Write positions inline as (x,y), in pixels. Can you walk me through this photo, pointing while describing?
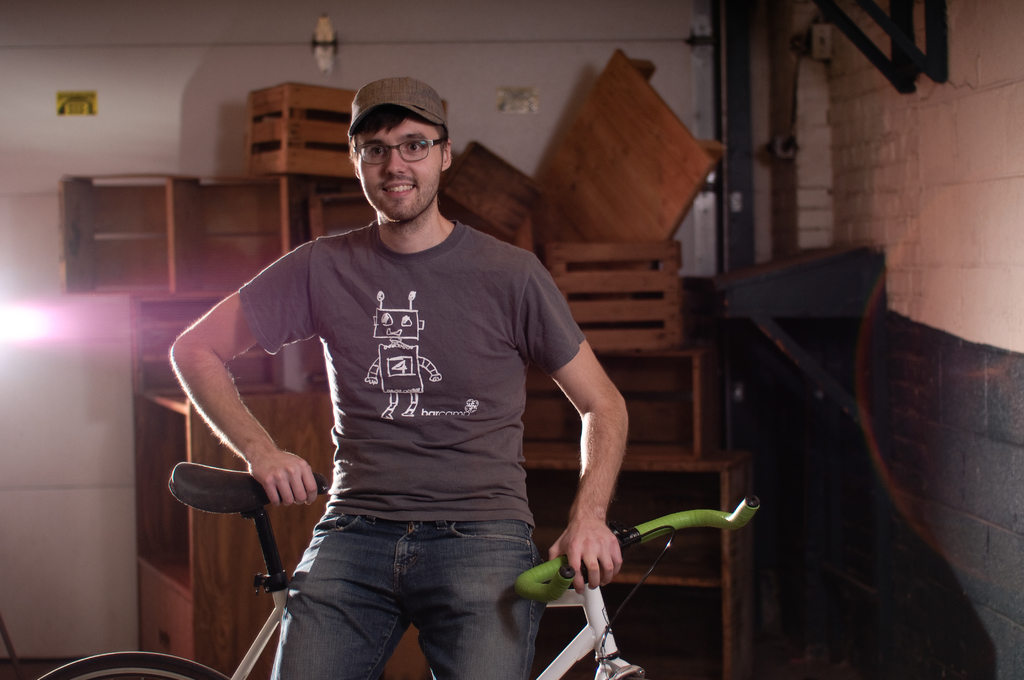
In this image, we can see a person (480,283) wearing clothes (446,527) and sitting on the cycle (270,585). There are some boxes (254,599) in front of the wall (63,345). There are pipes (731,17) in the top right of the image (857,40).
